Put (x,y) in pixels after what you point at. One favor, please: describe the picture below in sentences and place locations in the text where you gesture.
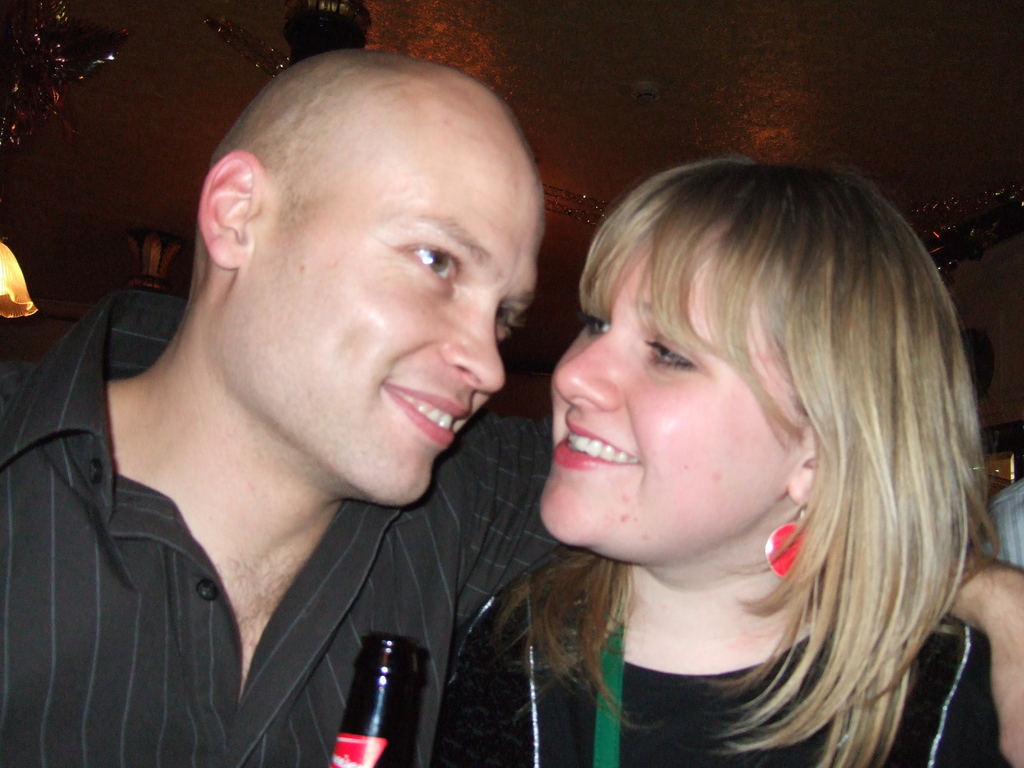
In the foreground of this picture (614,538), there is a couple (628,515) having smile (440,422) on their faces (715,476). In the background (41,40) to the ceiling (494,58), we can see few decorative objects (946,209) and the lights (4,254).
